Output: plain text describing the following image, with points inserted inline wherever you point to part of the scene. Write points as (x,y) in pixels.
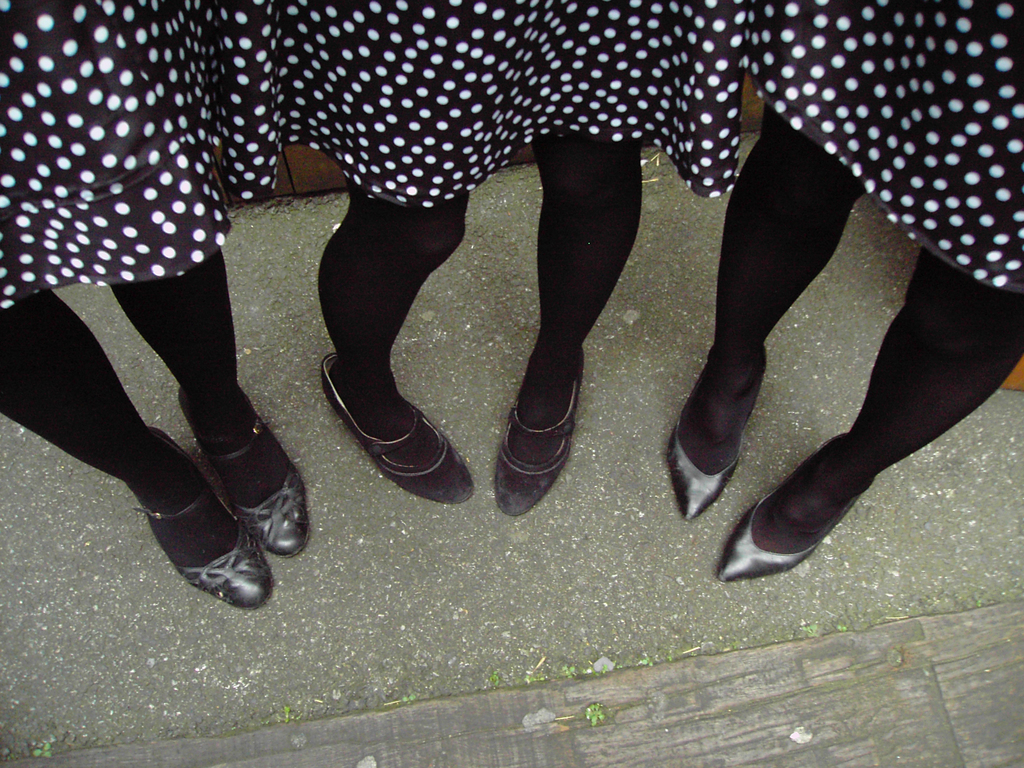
In this image there are three persons (547,429) standing as we can see in middle of this image (600,263) they are wearing black color socks (551,303) and black color shoes (734,545).
